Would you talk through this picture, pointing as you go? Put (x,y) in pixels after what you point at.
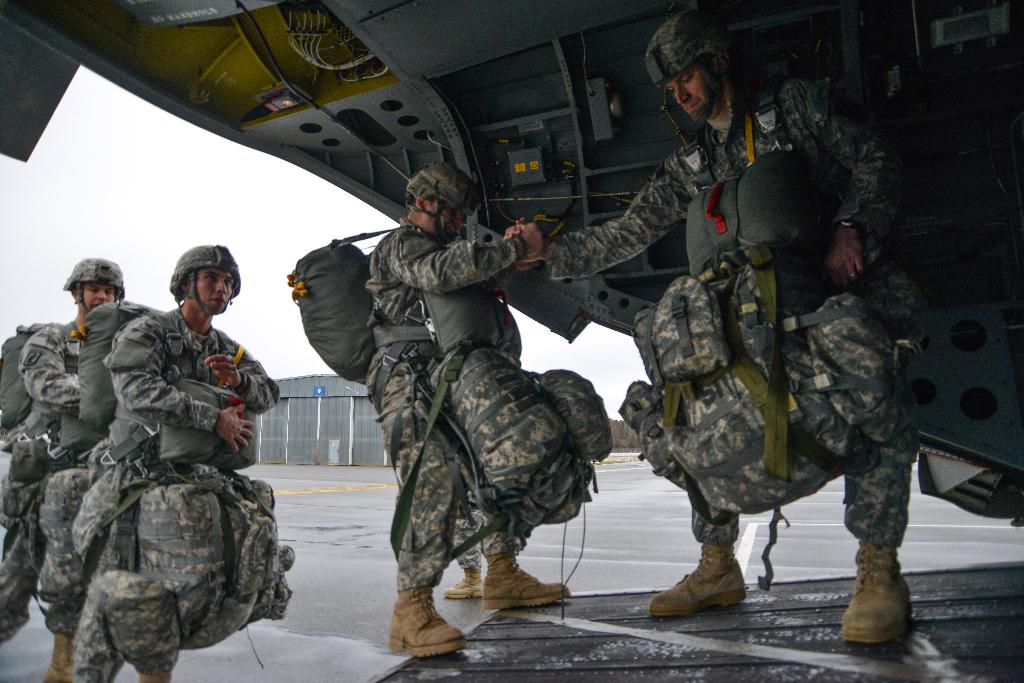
In front of the image there are four men (139,475) with uniforms (444,334), helmets (224,250) on their heads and they are carrying bags (253,452). And on the right side of the image (917,110) there is an entrance (953,295) of a plane (658,127). At the top of the image (514,81) there is a roof (844,32) of a plane (627,114) with wires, boxes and some other things (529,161). In the background (290,413) there is a shed (321,412) and also there is sky (111,209).
